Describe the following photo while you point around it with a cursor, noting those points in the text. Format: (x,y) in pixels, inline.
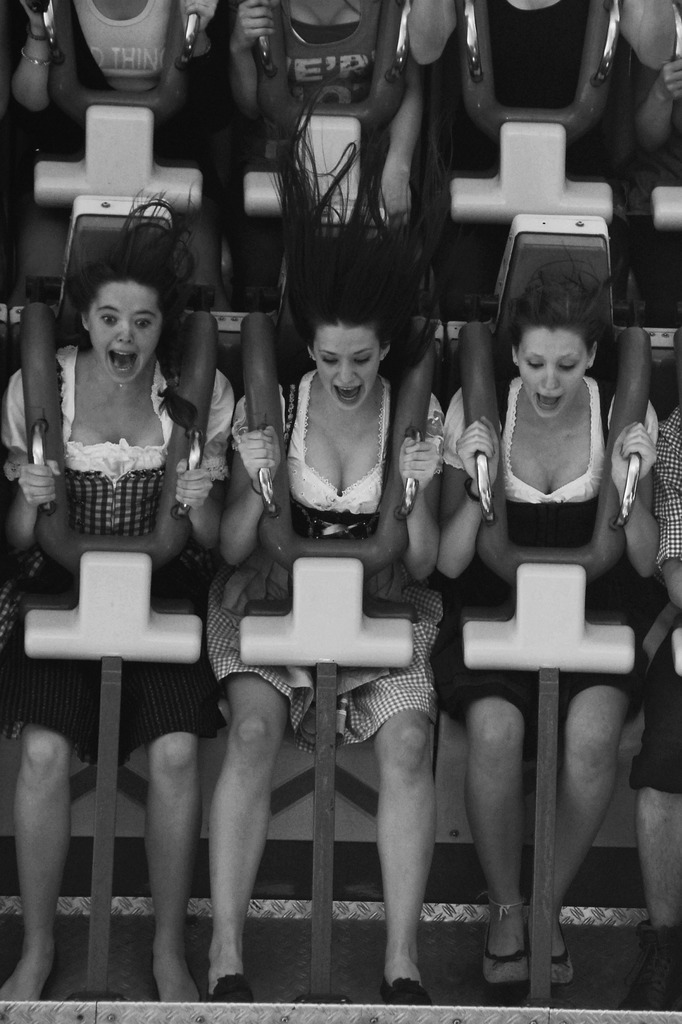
This is a black and white image. In this image I can see few people (114,434) are sitting in a roller coaster (155,183) and they are shouting.
